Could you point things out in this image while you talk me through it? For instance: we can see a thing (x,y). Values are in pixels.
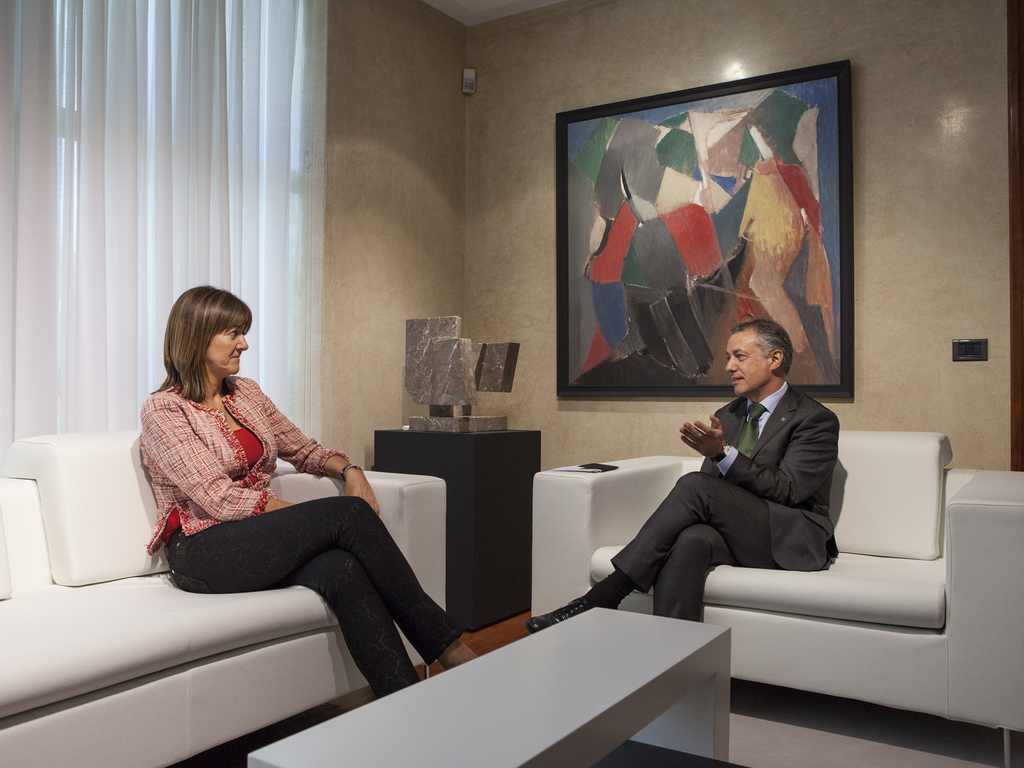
Here on the right side (762,393) we can see a man (651,577) sitting on a chair (826,621) speaking something with the woman (339,518) on the left side (94,479) sitting on a couch (131,460) and there is a table (620,644) in front of them, here we can see a painting (815,154) behind the man (753,378) present and there are curtains (65,108) present behind the woman (316,526).
